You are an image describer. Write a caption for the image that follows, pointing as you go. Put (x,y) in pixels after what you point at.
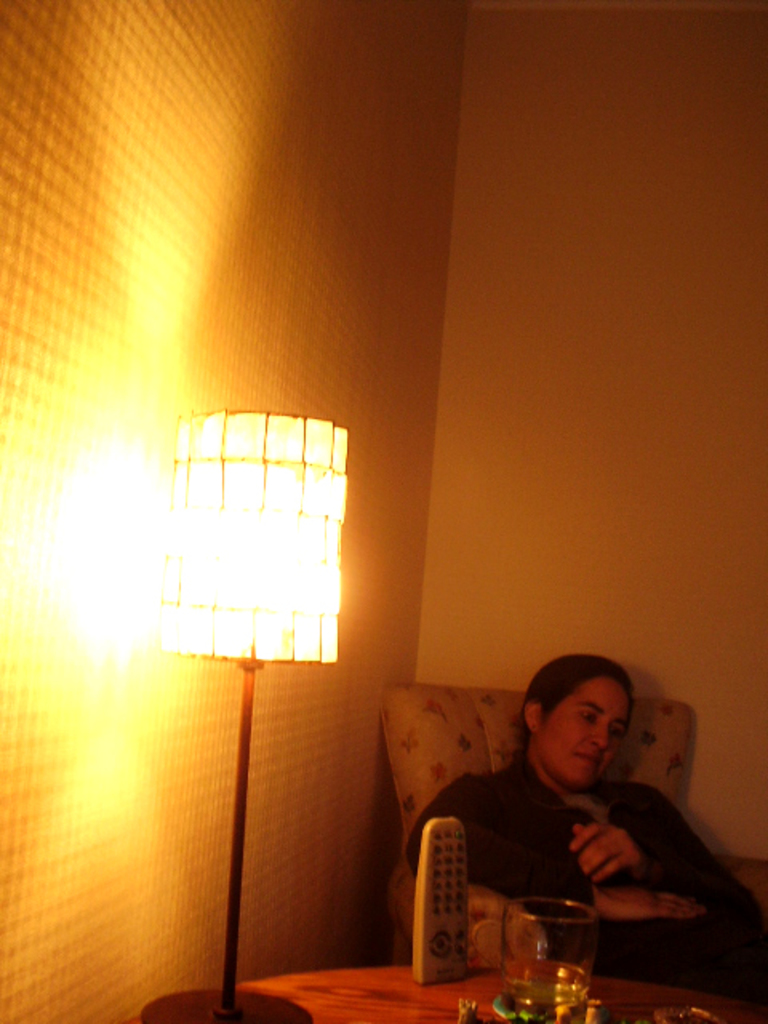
In this image I can see a person (565,889) sitting, I can also see a remote (425,914), glass (509,931) on the table (489,1018) and I can see a lamp (187,563), background (543,435) I can see the wall (276,261).
